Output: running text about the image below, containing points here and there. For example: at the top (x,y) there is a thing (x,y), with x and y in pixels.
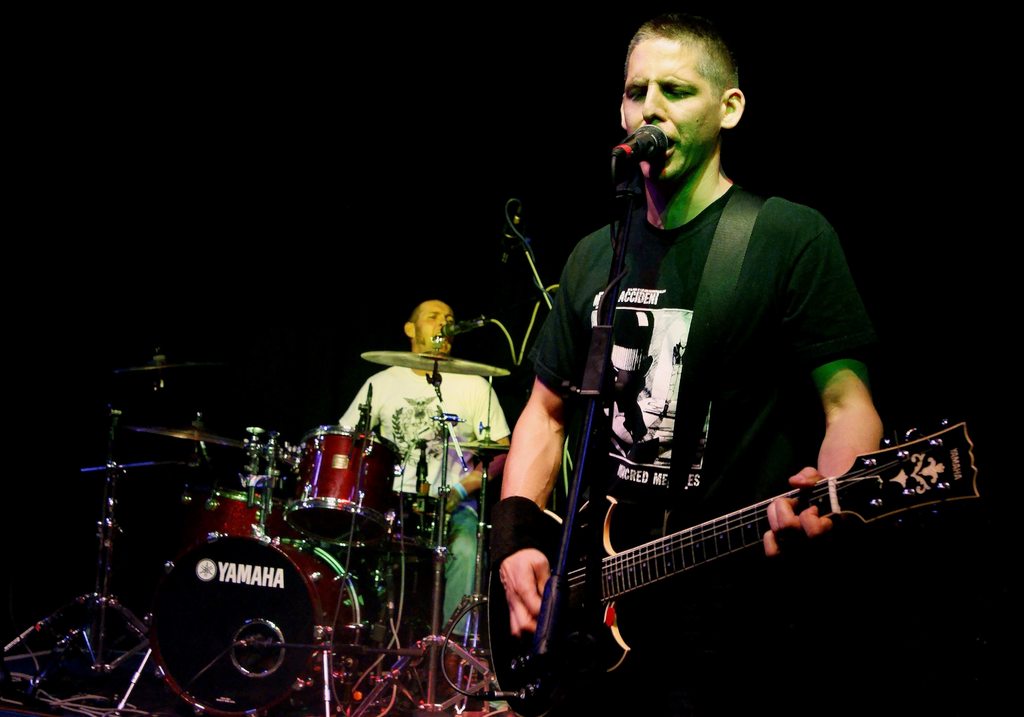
A man (449,402) is sitting and playing the drums (396,473). Here a man (720,442) is singing on the microphone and also playing the guitar (572,597).
